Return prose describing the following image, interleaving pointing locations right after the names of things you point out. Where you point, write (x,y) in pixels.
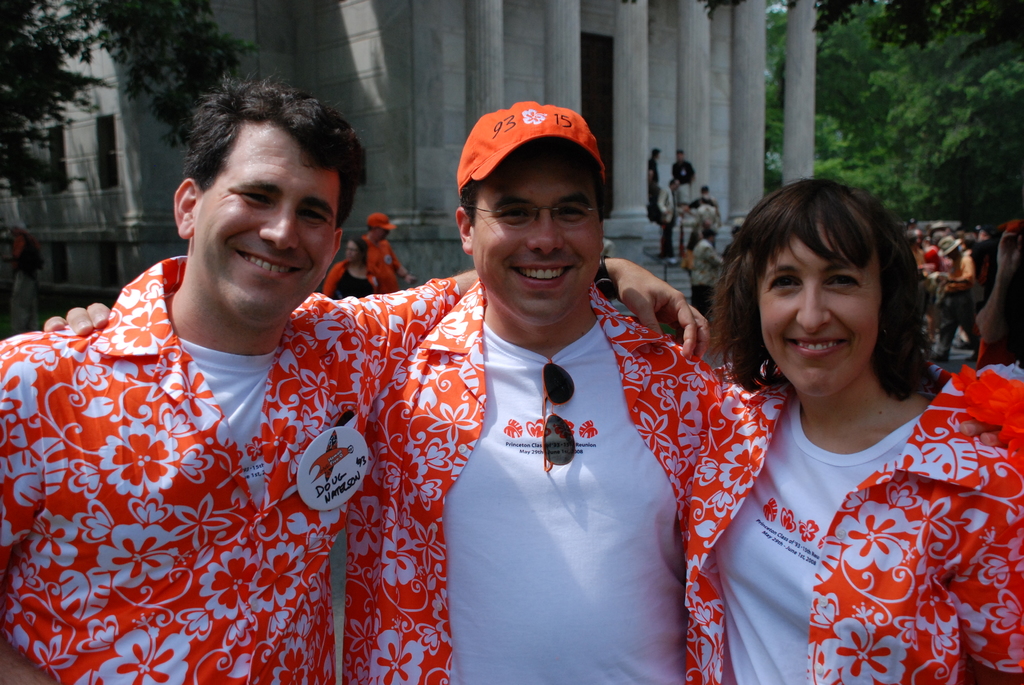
In this image in the foreground (767,400) we can see three people (627,374) standing. In the background (555,100), we can see the buildings (543,95), trees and pillars (644,158). And we can see some other people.
